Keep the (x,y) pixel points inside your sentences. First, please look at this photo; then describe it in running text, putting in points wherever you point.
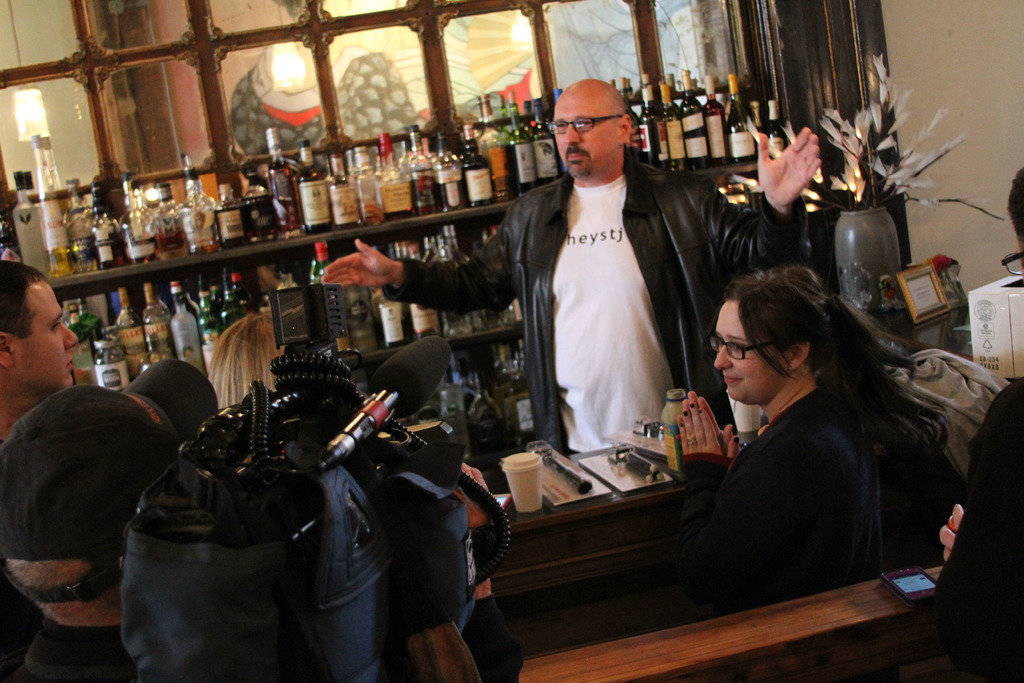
In this image, there are a few people (724,444). We can see a table (671,487) with some objects (641,457) like a bottle (684,441), a glass (528,471). We can also see a photo frame (907,296) and a flower pot (871,176). We can see the shelves (497,352) with some objects (502,396) like bottles (401,214). We can see the wall (1002,53) and some glass (581,20). We can also see some art (612,12) in the background (581,46).
